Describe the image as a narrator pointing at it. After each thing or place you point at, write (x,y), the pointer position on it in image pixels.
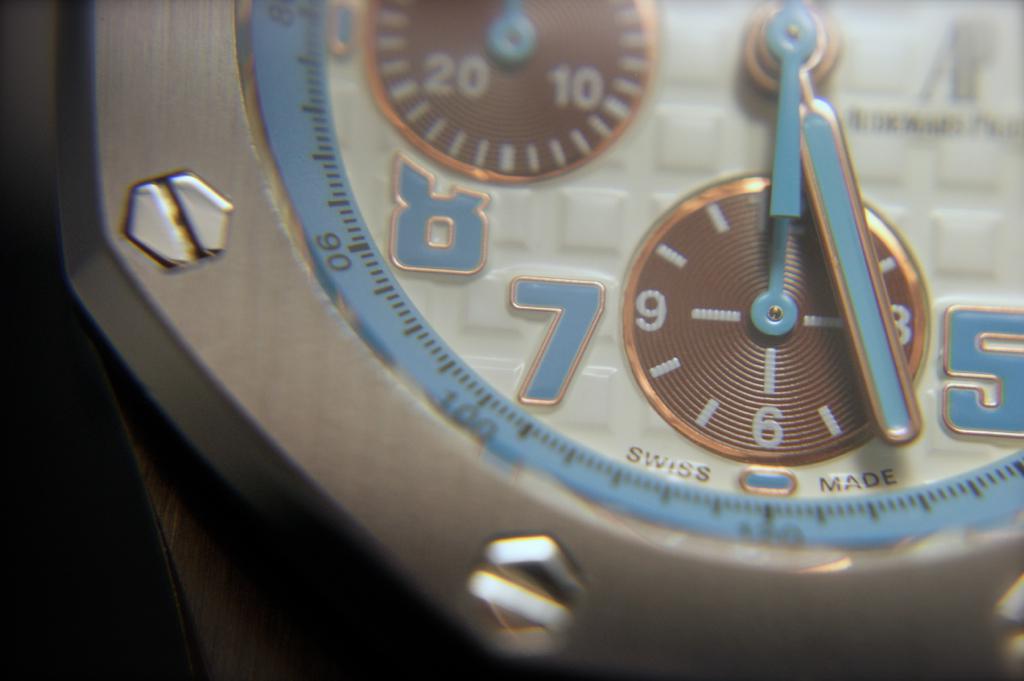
In this image in the front (380,194) there is a watch (579,297).
